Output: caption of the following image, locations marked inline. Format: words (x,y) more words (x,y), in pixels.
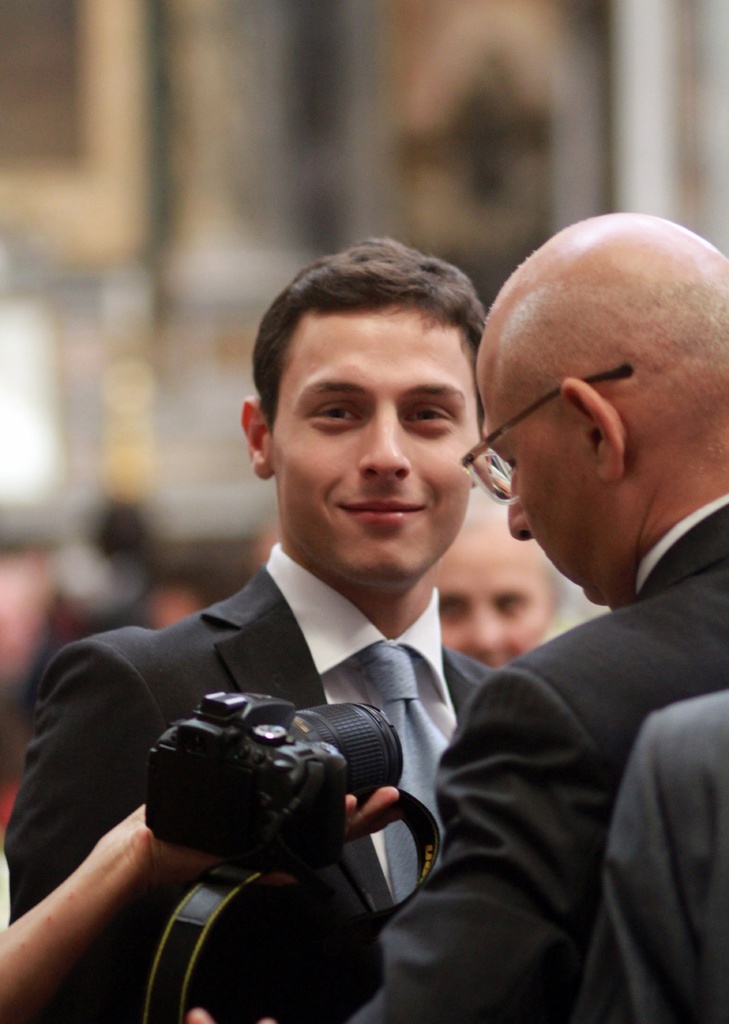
In this picture there are two people (424,416) in black suit (97,679) and also a camera (283,766) in the hands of other person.
